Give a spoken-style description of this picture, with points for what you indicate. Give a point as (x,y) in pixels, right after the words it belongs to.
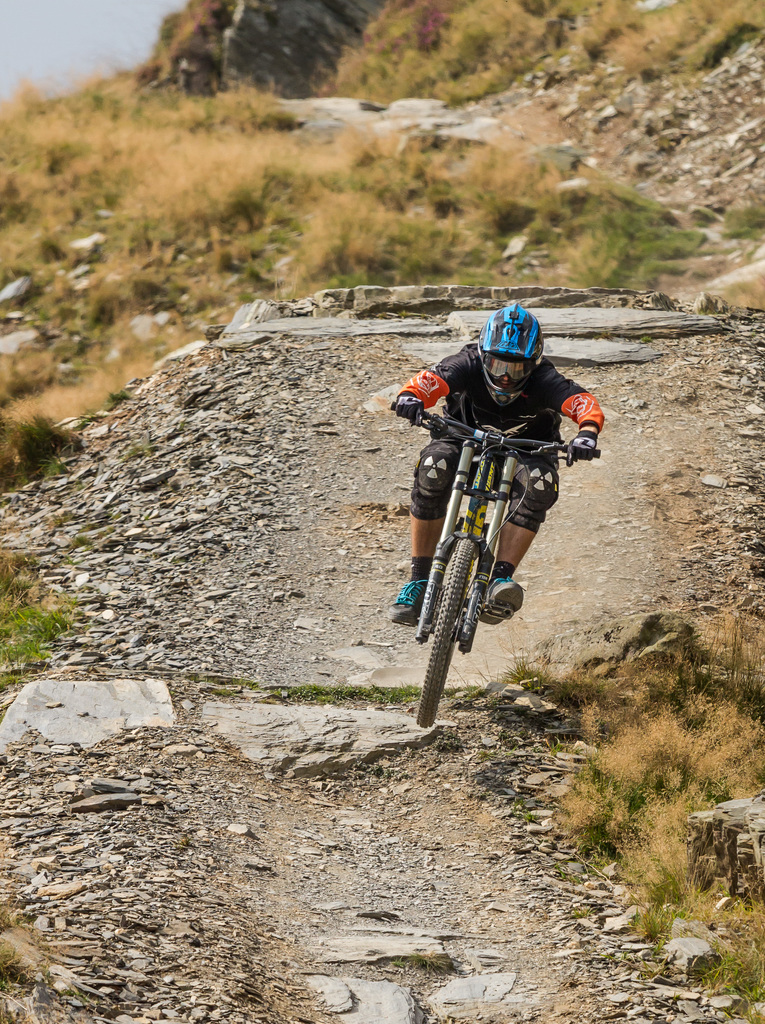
In the middle of the image (491,623) we can see a person (498,591) riding a bicycle (483,448) and wearing a helmet (537,345). In this image there are rocks (189,517) and grass (113,117).
